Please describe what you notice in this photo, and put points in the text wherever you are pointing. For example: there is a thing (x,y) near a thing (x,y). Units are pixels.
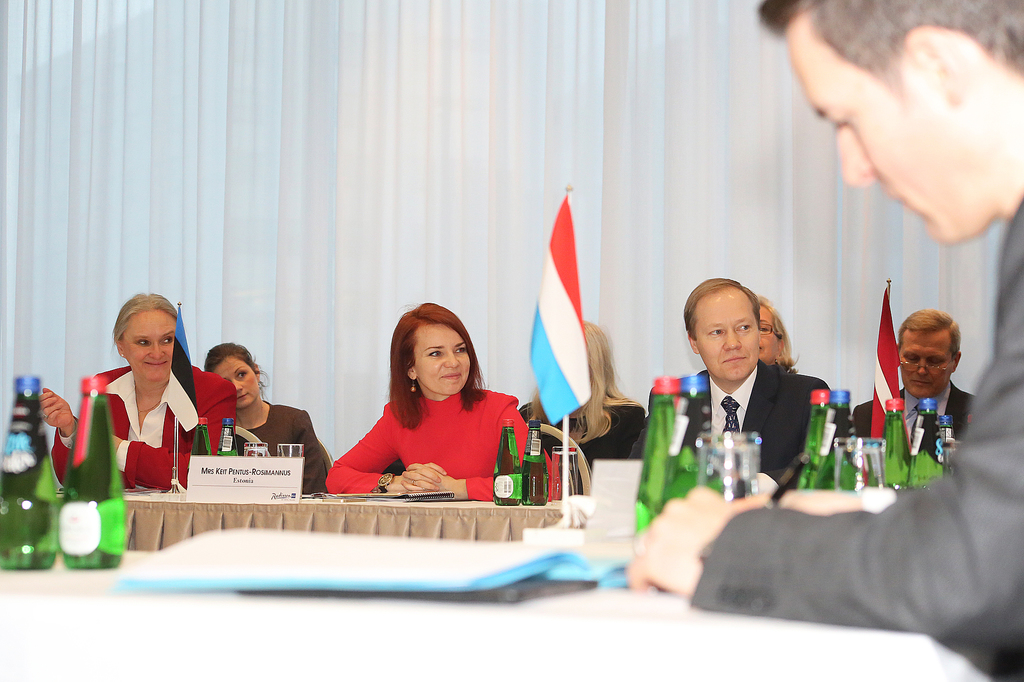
This image is clicked, inside the room (128,225). There are many people (976,199) sitting in this image. To the right (966,556), the man (956,572) wearing black suit (900,598) is sitting and writing. To the left (127,426), there is a woman (144,427) sitting and wearing a red suit (150,451). In front of her there is a table (250,521), on which there are bottles (539,488), name plates (266,474) and glasses (293,457) along with a flag (182,415). In the background (628,194), there is a white cloth (482,145).
